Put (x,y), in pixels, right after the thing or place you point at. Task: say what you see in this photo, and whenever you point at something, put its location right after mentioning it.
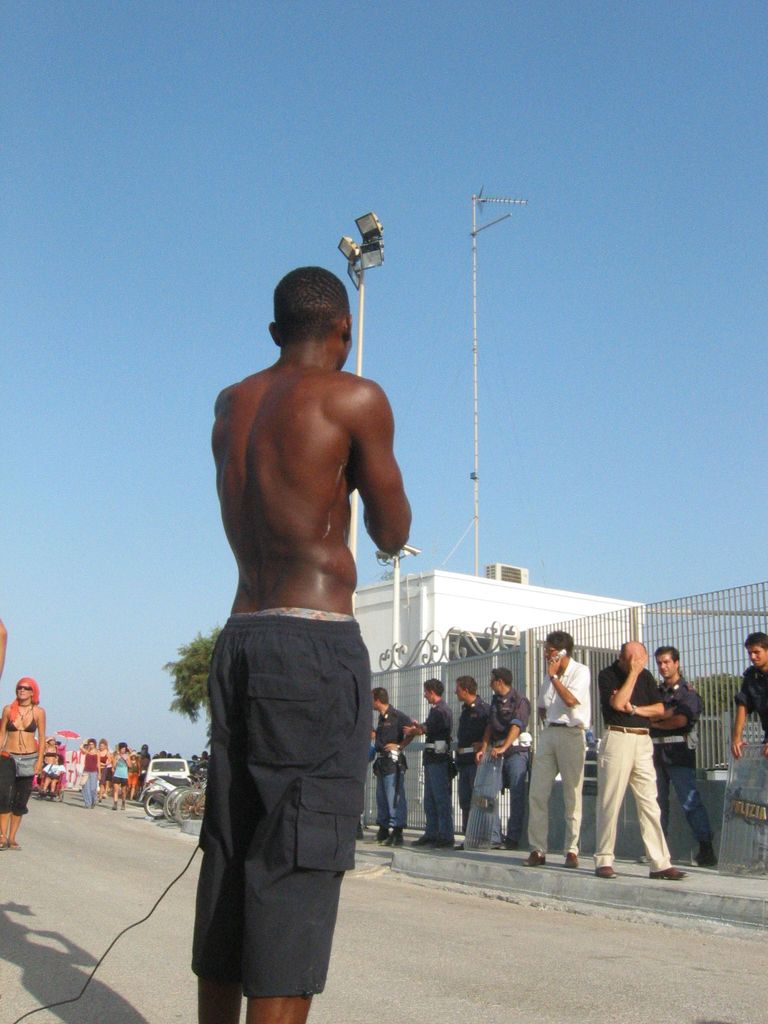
In this image, we can see people (303,577) and there are grilles (704,657), some vehicles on the road (88,974) and we can see trees (178,666), poles (360,313) and lights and there is a building (494,596). At the top (399,131), there is sky (356,160).
